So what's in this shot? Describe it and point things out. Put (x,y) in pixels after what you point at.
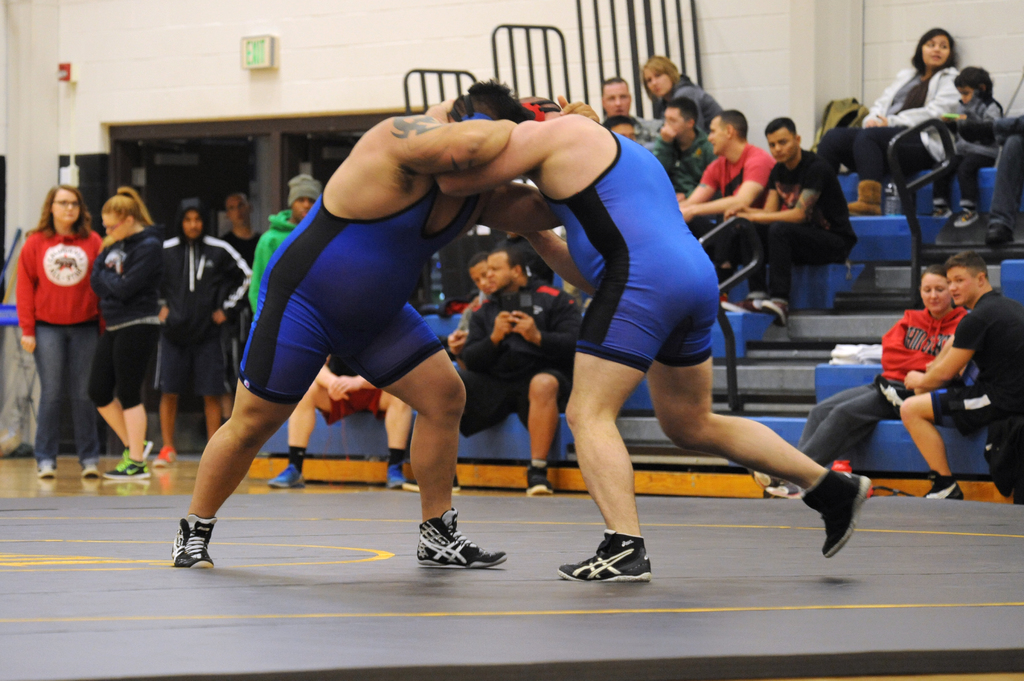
In the image two persons (707,372) are doing wrestling. Behind them few people (761,266) are sitting and standing and watching. At the top of the image (190,54) there is wall (66,3), on the wall (66,3) there is a sign board (247,38).
